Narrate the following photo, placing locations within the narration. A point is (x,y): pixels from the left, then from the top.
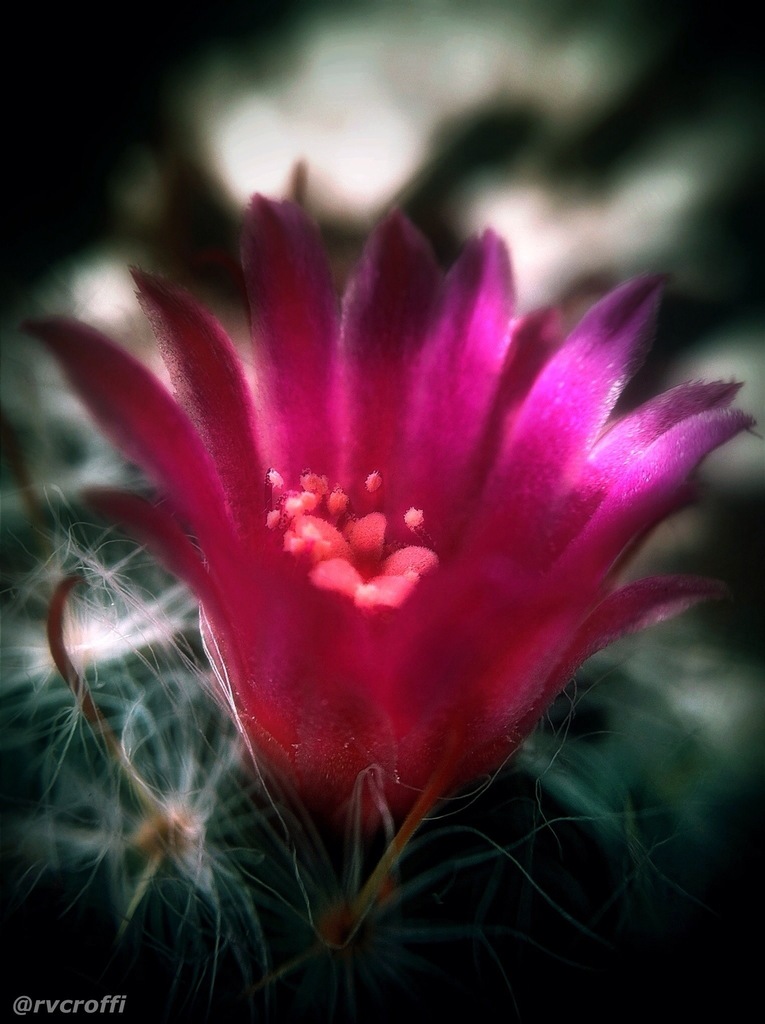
It is an edited image, there is a pink flower (395,551) and the background of the flower (568,440) is dark green.
